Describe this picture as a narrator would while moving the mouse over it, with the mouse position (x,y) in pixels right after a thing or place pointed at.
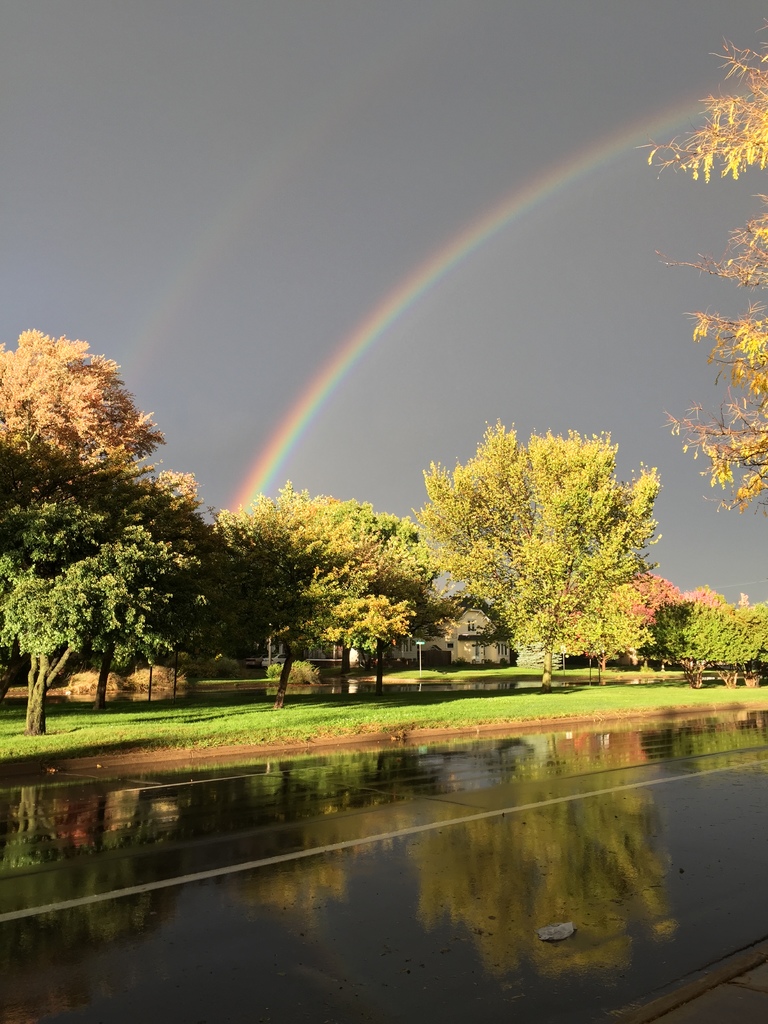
It is a wet road (59,819) after raining and behind the road (715,769) there is a grass (211,704), there are a lot of trees (589,568) on the grass (401,704) and there is a long rainbow (346,339) in the sky (461,268).
